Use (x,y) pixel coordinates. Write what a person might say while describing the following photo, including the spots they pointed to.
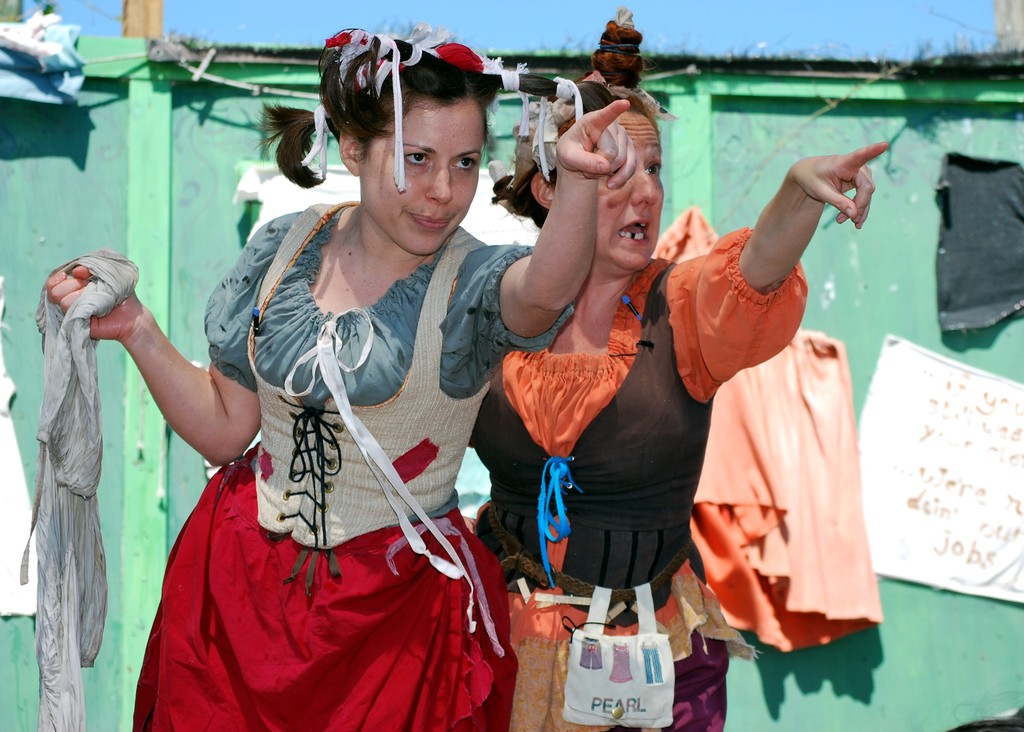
At the top (852,25) we can see sky (852,25). This is a wall (716,160) and we can see papers (964,446) over it. Here we can see two women (842,188) standing and pointing towards the right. She is holding a cloth (97,437) in her hand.
